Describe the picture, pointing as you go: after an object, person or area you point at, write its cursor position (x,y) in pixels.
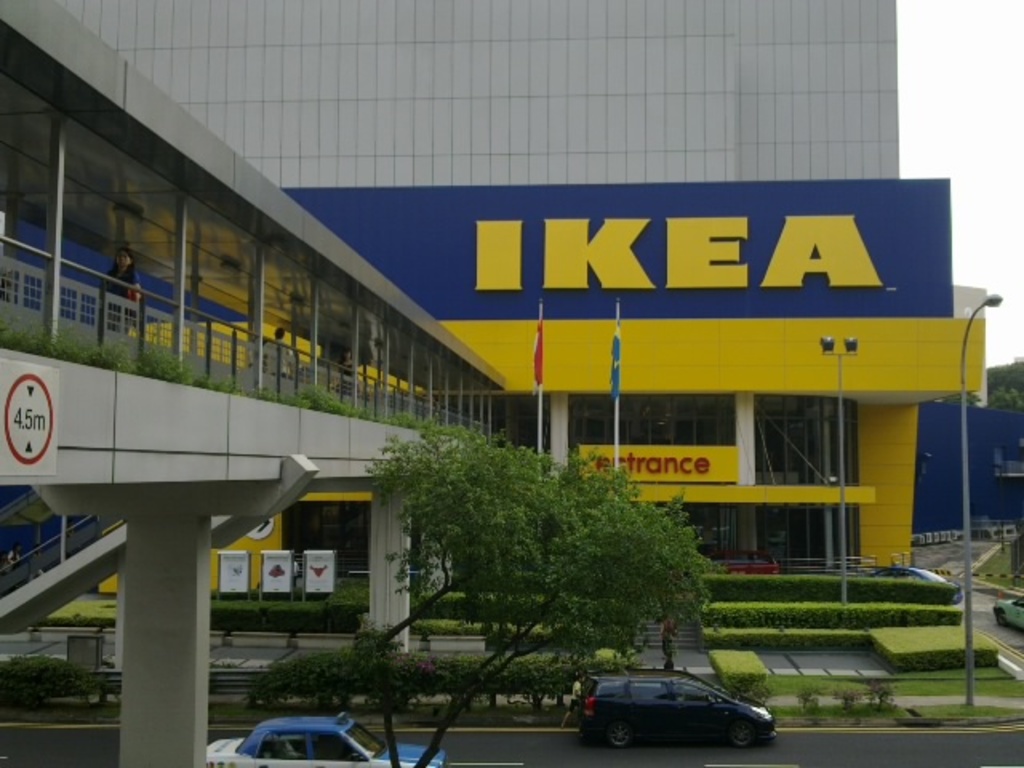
In this picture we can see cars (684,735) on the road (457,748), banners (331,573), flags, poles (842,443), trees (555,599), fence (29,304), building (367,322) and in the background (949,106) we can see the sky (973,168).
